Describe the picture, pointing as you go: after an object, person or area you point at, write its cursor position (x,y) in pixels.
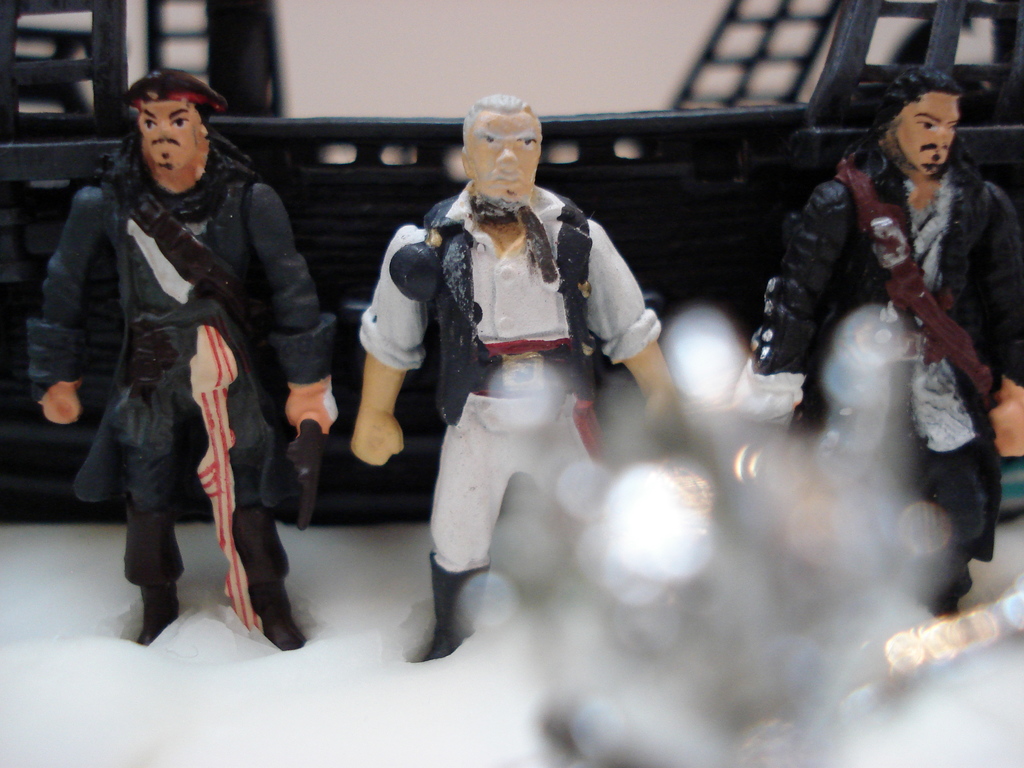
In this picture we have toys (921,243) of 3 pirates (421,338) standing.
